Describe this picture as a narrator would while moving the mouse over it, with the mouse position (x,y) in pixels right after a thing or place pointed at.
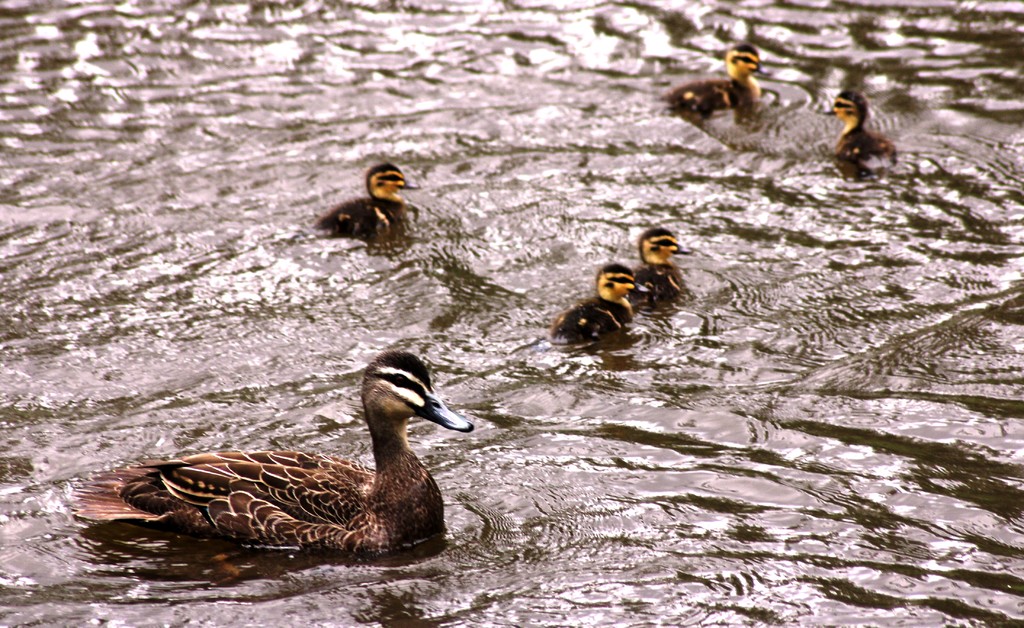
In this image there is a duck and ducklings (327,230) in the water (519,261).
